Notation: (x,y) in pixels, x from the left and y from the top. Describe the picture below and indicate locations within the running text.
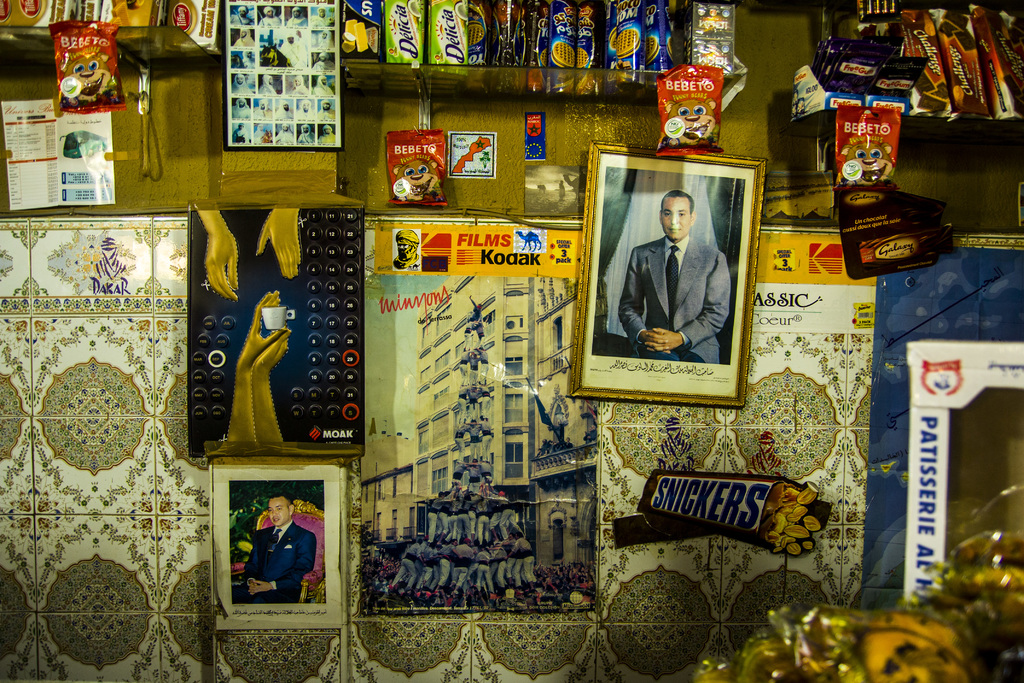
In this image there are frames (280,352) attached to the wall (153,239), biscuit packets (359,28) and some other items (29,22) on the racks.
